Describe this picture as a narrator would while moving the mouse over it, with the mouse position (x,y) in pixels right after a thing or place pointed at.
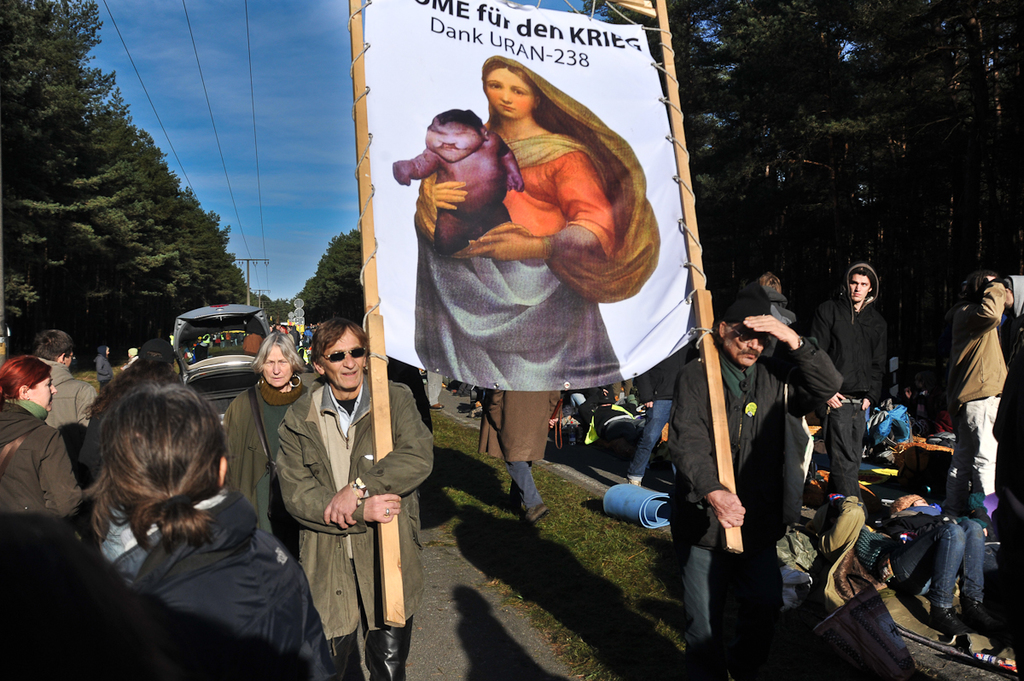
In this image there are two persons (353,512) holding a banner (522,288) in their hands (722,503) are walking on the road (447,405), beside and behind them there are people (231,523) walking on the roads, in the background of the image (145,248) there are trees (168,255) and utility pole (248,267) with some electric cables (211,109) on it.
